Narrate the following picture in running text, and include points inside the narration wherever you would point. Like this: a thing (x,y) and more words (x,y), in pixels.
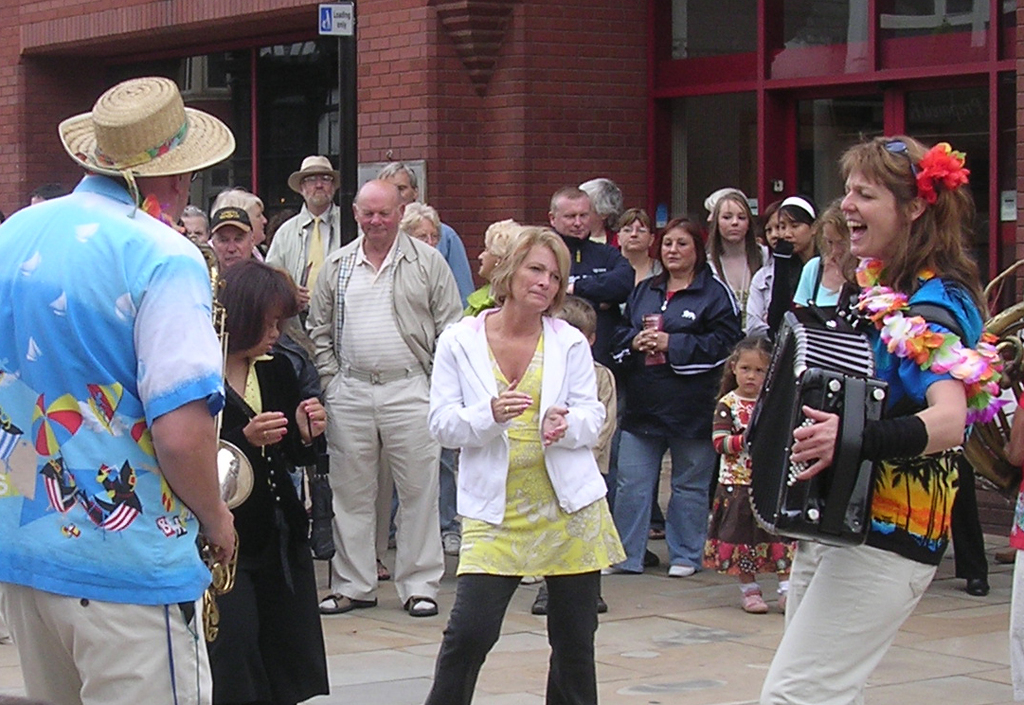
On the right side (843,586) I can see a woman (833,440) holding a musical instrument (855,366) and singing a song. On the left side (114,277) there is a man (72,406) is standing and a having a cap (146,159) on his head (155,185). In the middle (446,381) there is a woman (498,495) is standing. In the background (396,245) there are some people (489,255) looking at this woman (485,387). In the background (528,63) I can see a wall (443,91).
